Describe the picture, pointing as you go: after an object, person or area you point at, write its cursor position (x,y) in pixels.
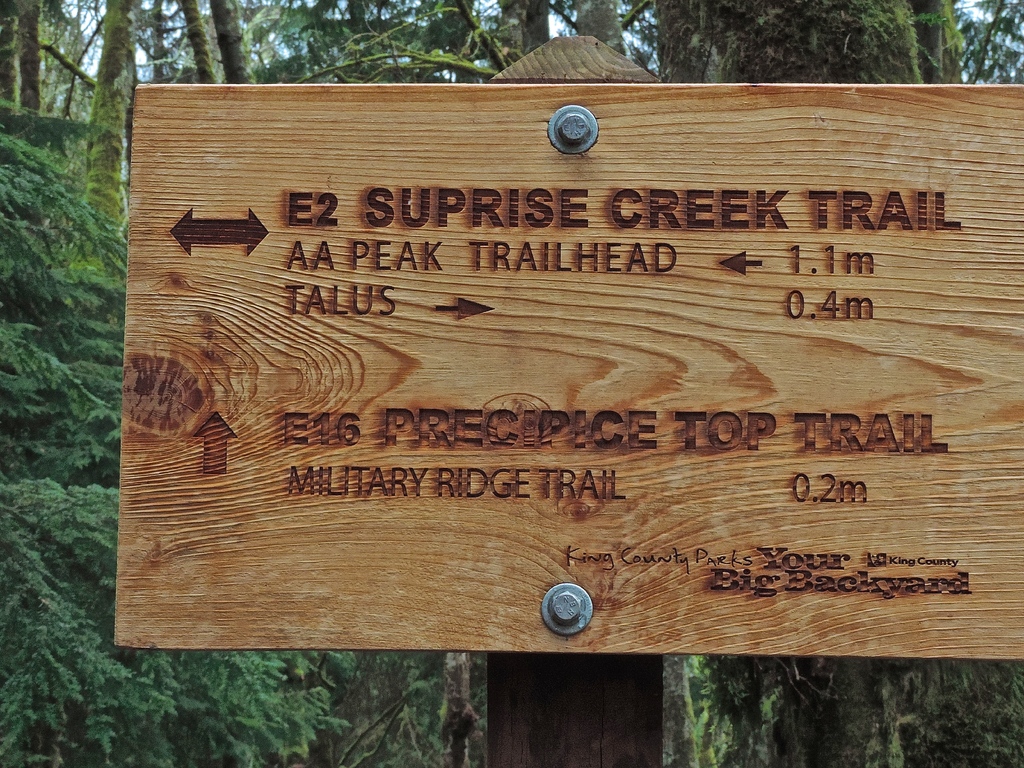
In this image, we can see some text (572,490) on a wooden board (591,485). Here there is a pole (587,689), bolts (569,599). Background (594,3) we can see trees (128,5).
